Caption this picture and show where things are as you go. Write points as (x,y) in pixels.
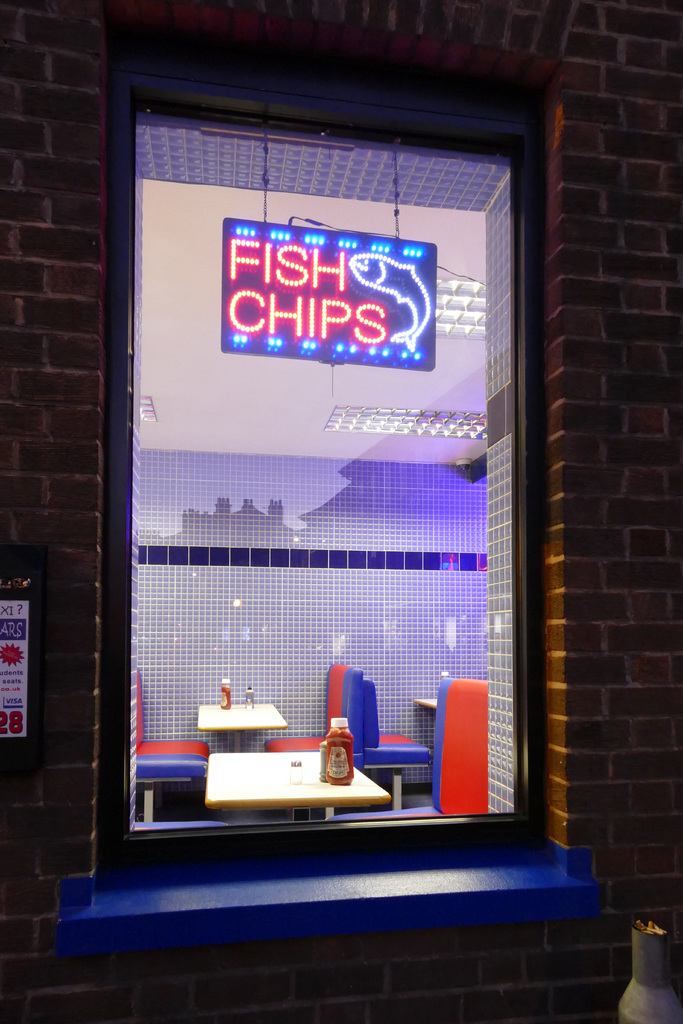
In this picture I can observe a window (149,388). In the background (250,711) there are tables (242,792) and chairs (165,759). I can observe blue and red color chairs (359,715).
